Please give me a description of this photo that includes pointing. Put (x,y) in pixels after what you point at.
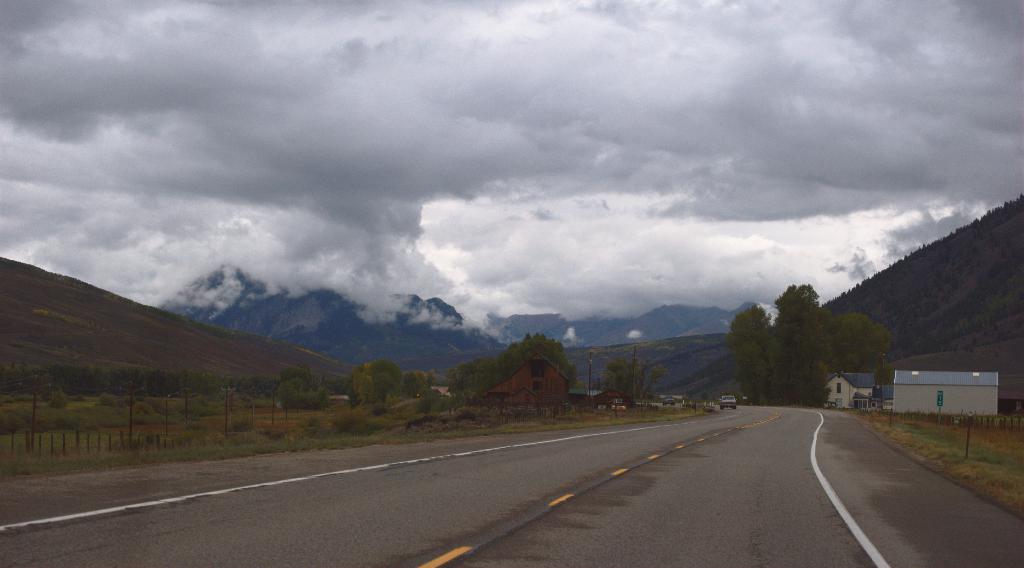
In the picture I can see the road (664,462), a car (724,397) moving on the road (788,430), I can see houses (942,403), grasslands (1006,441), trees (462,378), hills (909,315) and the cloudy sky (321,221) in the background (305,179).
